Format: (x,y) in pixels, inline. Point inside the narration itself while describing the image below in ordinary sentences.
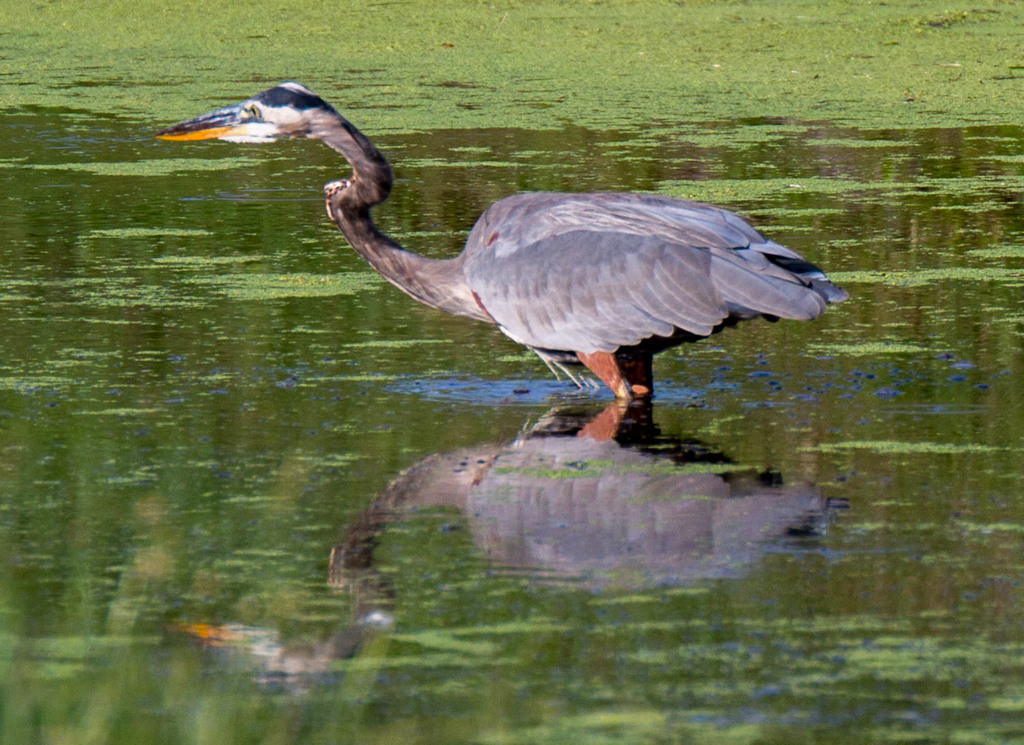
In this image, we can see a heron (401,291) on the water (433,439).
